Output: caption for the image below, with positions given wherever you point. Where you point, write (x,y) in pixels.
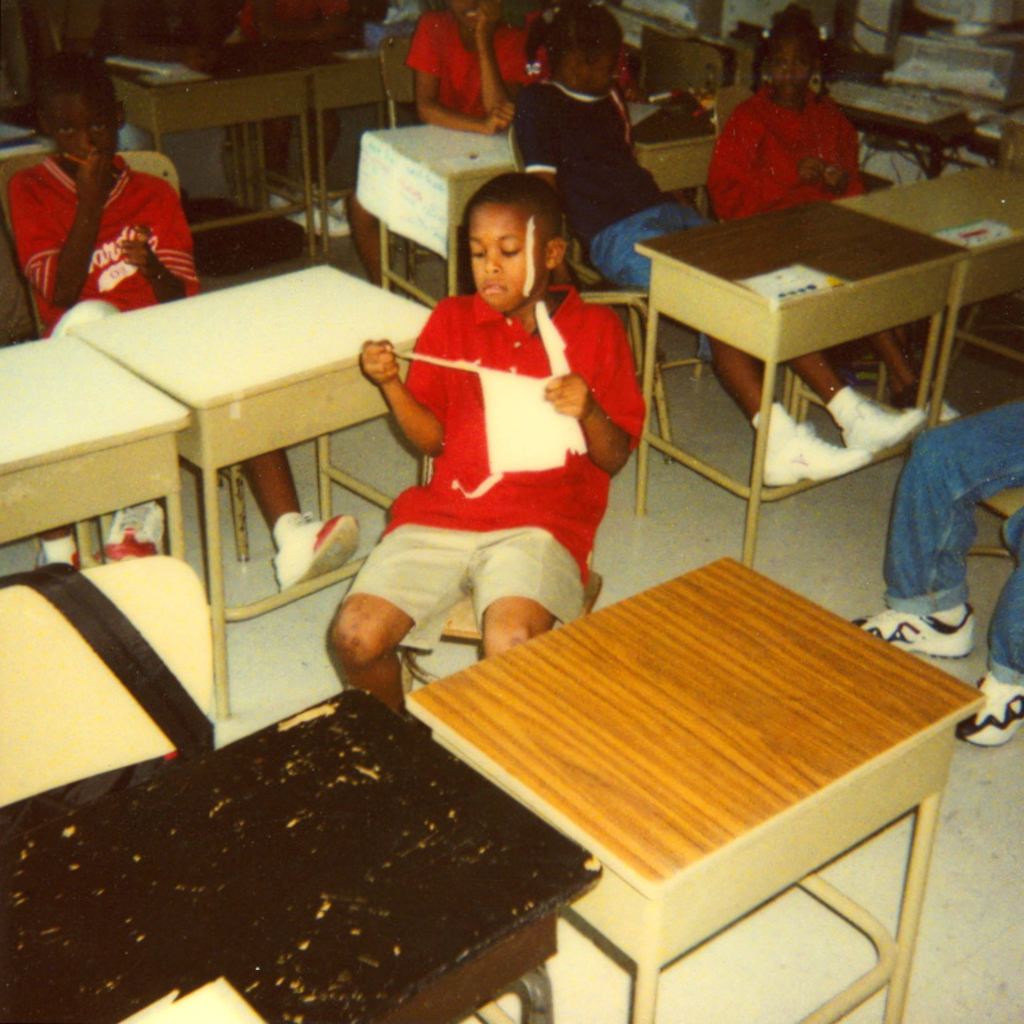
In this image we can see a child (492,558) wearing red shirt (467,499) is sitting on the chair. We can see many children (329,1) sitting on the chair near the tables (784,317).
